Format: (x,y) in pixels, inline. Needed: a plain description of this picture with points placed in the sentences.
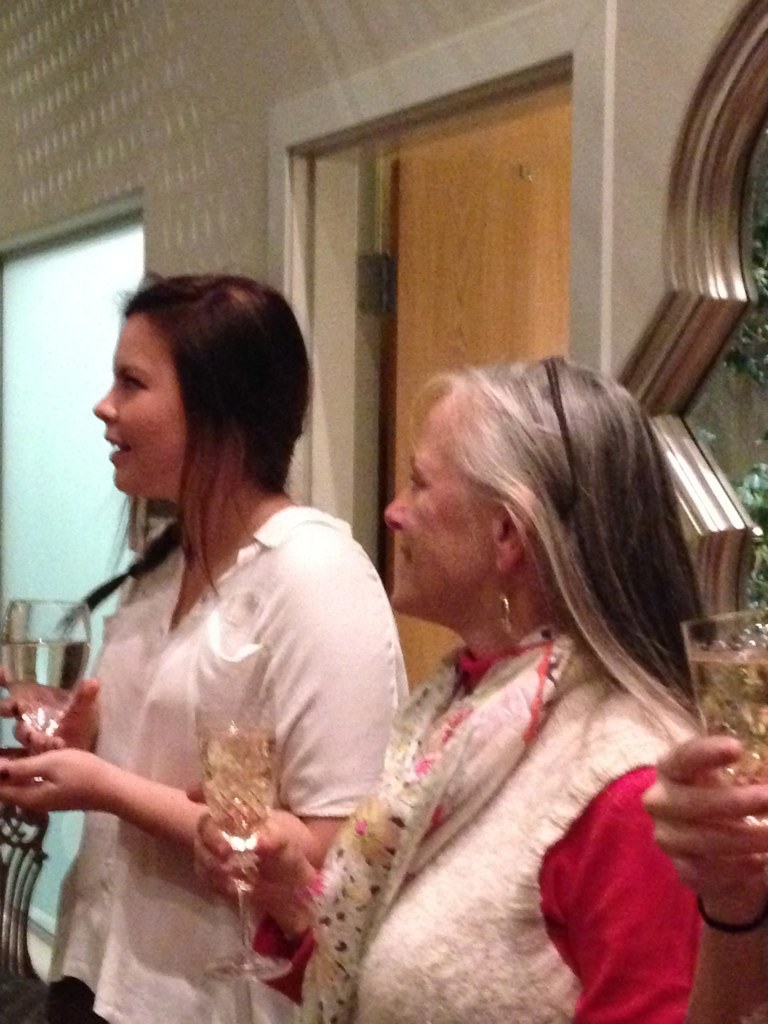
There are two persons (333,649) standing and holding a glass (236,796) in their hands (272,827) and there is also other person (730,752) holding a glass (732,712) in her hands (732,763) in the right corner (737,746) and there is a door (471,265) in the background (465,310).
